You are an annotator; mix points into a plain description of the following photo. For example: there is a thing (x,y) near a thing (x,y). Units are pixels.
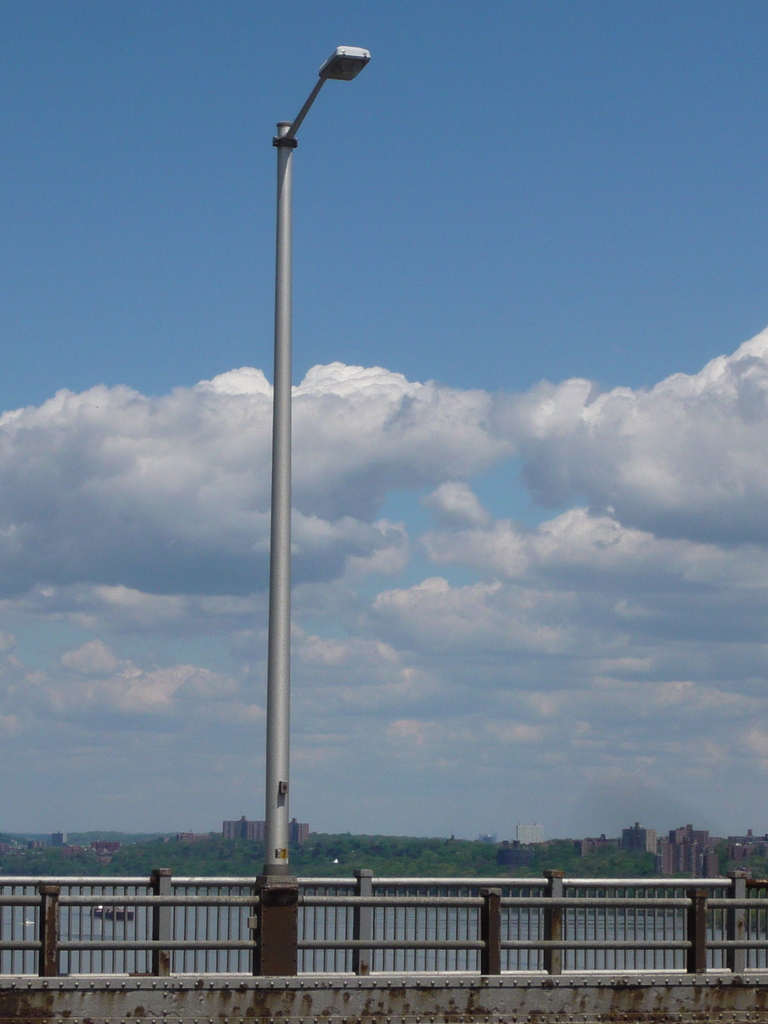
In this image there is a street light (278,695) on the wall (396,1005) having a fence (96,899). Behind there is a lake (381,923). There is a boat (97,917) sailing on the water (578,929). Background (325,866) there are trees (653,854) and buildings (677,850). Top of the image (332,213) there is sky (405,613), having clouds (405,613).
